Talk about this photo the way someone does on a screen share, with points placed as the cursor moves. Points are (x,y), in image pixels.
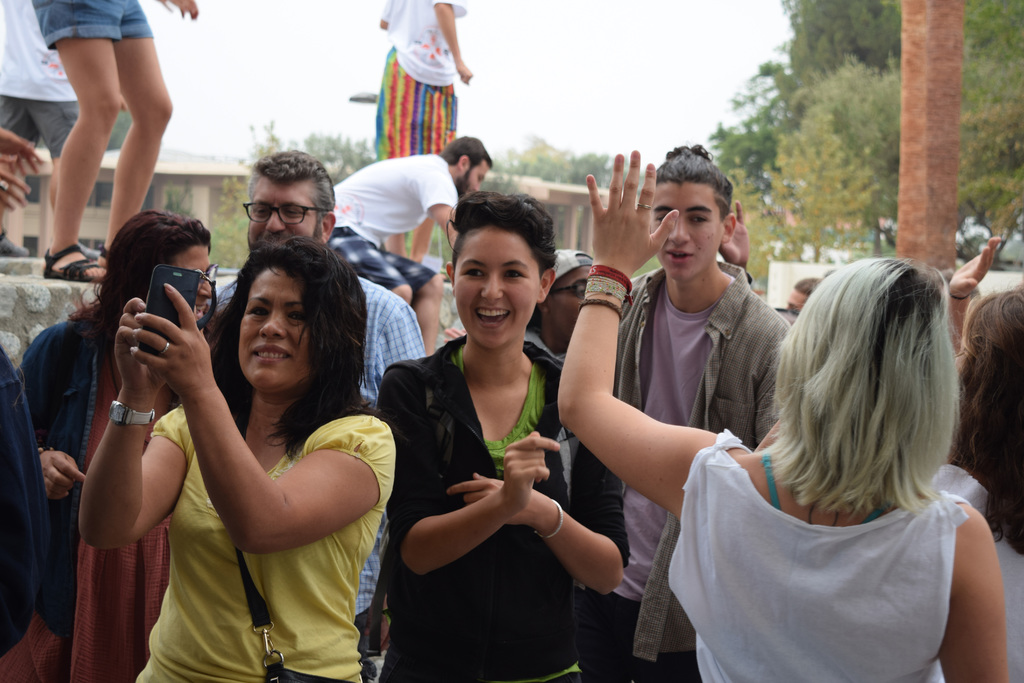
In this image, we can see a group of people (659,447). Few are smiling. Here a person (409,278) is sitting on the wall (42,309). Few people (461,283) are standing here. Background (170,197) there is a house (108,169), trees (890,185), pillars (568,220) and sky (555,30). Here a woman (299,449) is holding a mobile (153,332).
